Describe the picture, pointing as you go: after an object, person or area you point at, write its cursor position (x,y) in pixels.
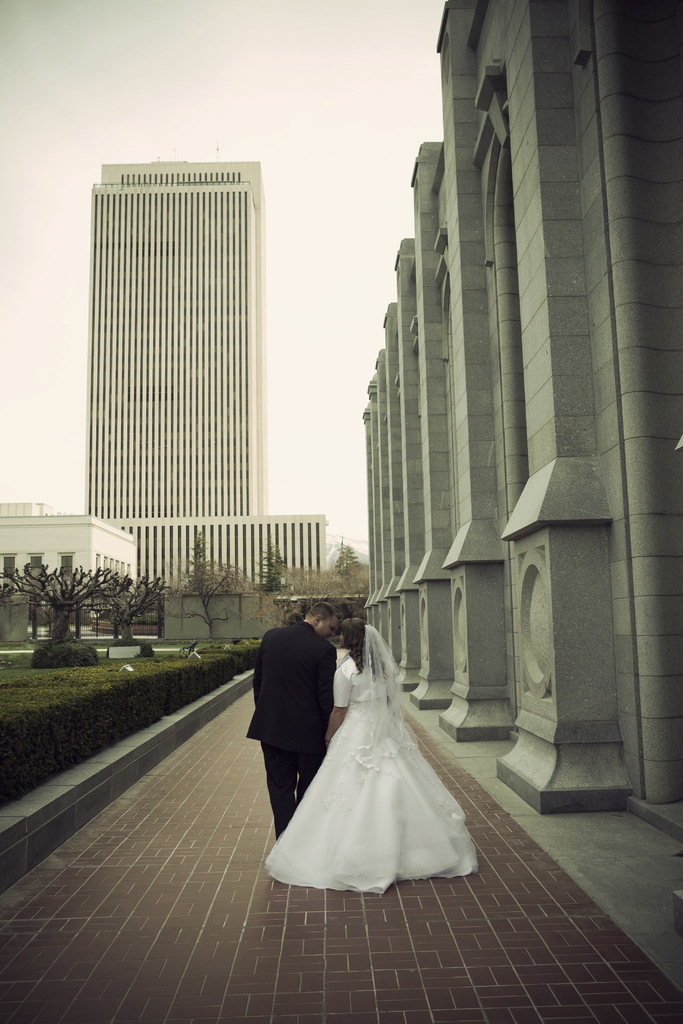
In this image I can see two persons (250,738) are standing. I can see the left one (311,616) is wearing black colour dress (317,743) and the right one (345,708) is wearing white colour dress (368,760). Around them I can see plants (20,774), few buildings (669,636) and number of trees (258,565).
